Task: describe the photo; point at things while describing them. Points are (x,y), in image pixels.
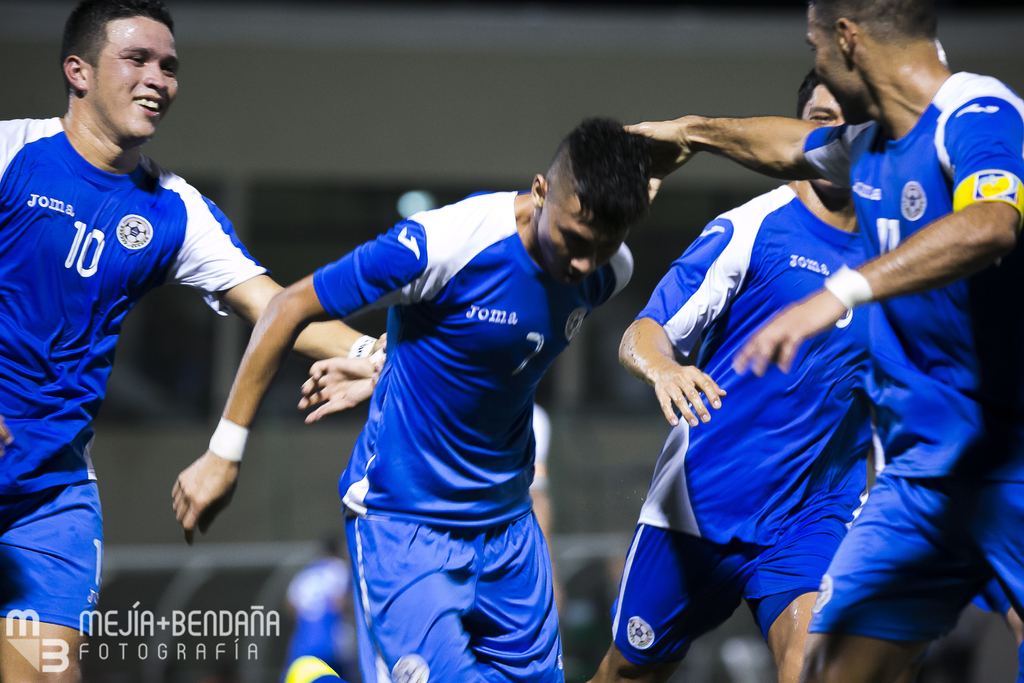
In this image I can see few people (673,151) are standing and I can see all of them are wearing blue dress (94,530). I can also see few numbers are written on their dress (444,367). I can see this image is little bit blurry from background (410,110) and here I can see watermark (171,616).
